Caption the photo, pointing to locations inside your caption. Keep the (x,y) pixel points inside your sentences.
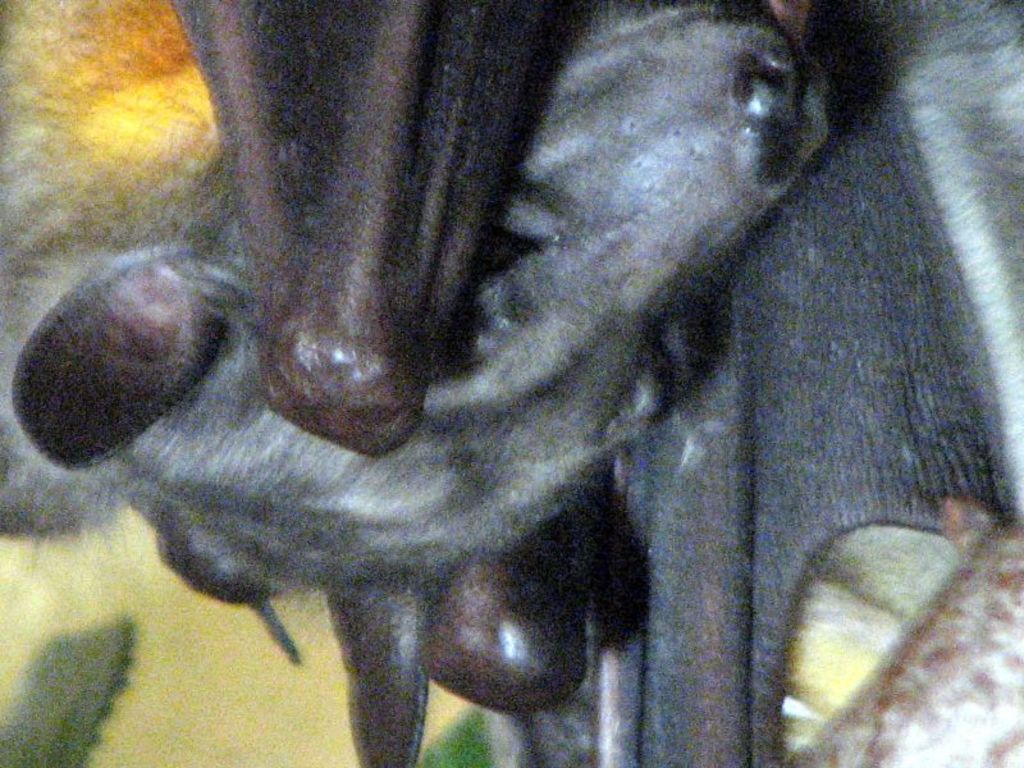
In this image, I can see the face (402,493) of an animal (396,487) between two objects (491,614). On the right side of the image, it looks like a wooden log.
